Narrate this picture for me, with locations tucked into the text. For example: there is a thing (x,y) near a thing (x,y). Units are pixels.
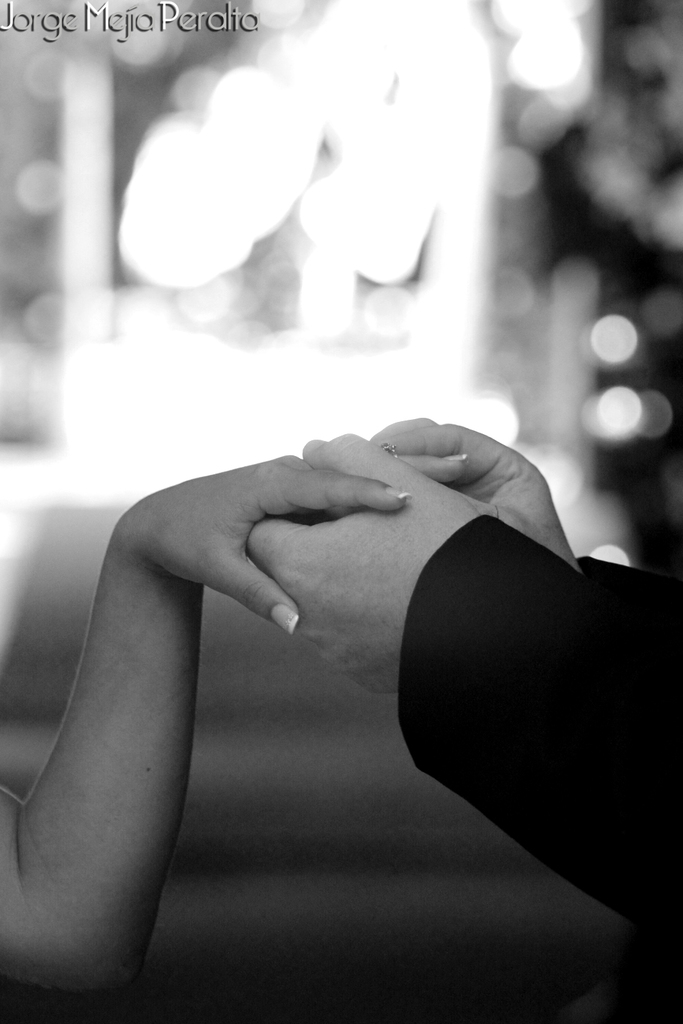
In this picture we can see one person (597,590) holding a hand (374,624) of another person (461,643). There is a blur background (431,896). There is a watermark (7,29).
